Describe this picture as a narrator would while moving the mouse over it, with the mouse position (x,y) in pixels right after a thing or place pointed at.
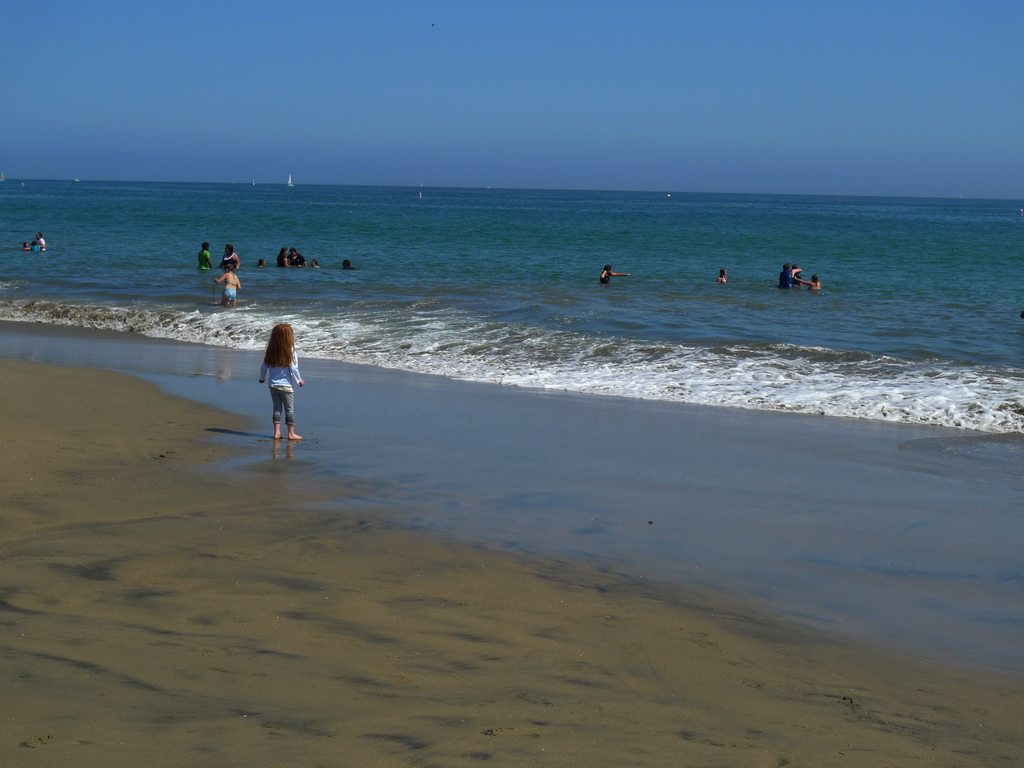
In this picture there are group of people (784,265) in the water (324,309). In the foreground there is a girl (289,334) standing. At the back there are boats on the water (420,209). At the top (510,107) there is sky (510,107). At the bottom (857,524) there is water (555,263) and sand (275,503).
